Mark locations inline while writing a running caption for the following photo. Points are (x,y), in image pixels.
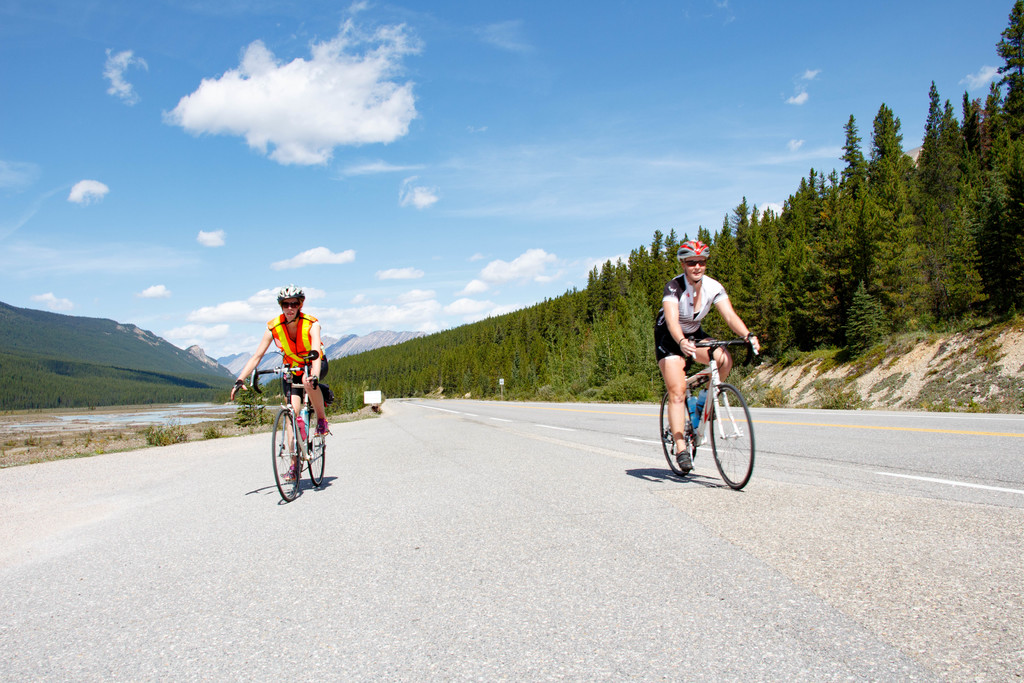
This picture is clicked outside. In the center (615,451) we can see the two persons (694,251) wearing helmets (682,254), sunglasses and riding bicycles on the road (682,532). In the background (517,142) we can see the sky (503,143), hills (120,354), trees (446,338) and grass (152,427).
